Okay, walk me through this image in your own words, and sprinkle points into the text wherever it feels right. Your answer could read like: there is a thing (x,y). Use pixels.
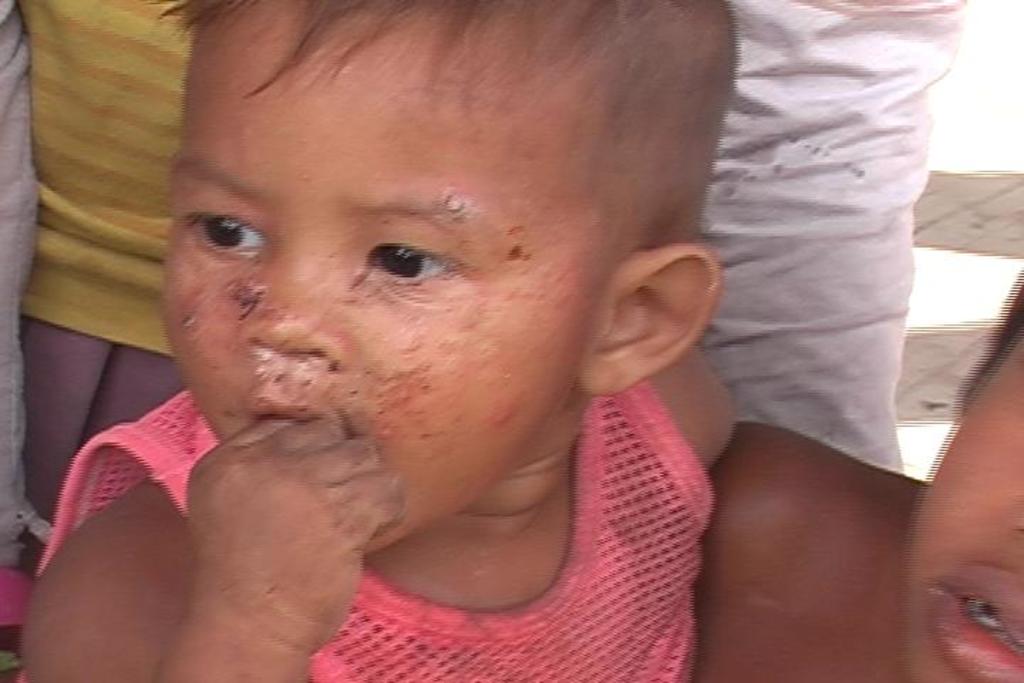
In this image we can see there is a child (491,305), behind the child (483,513) there are another two persons (763,243) standing.
